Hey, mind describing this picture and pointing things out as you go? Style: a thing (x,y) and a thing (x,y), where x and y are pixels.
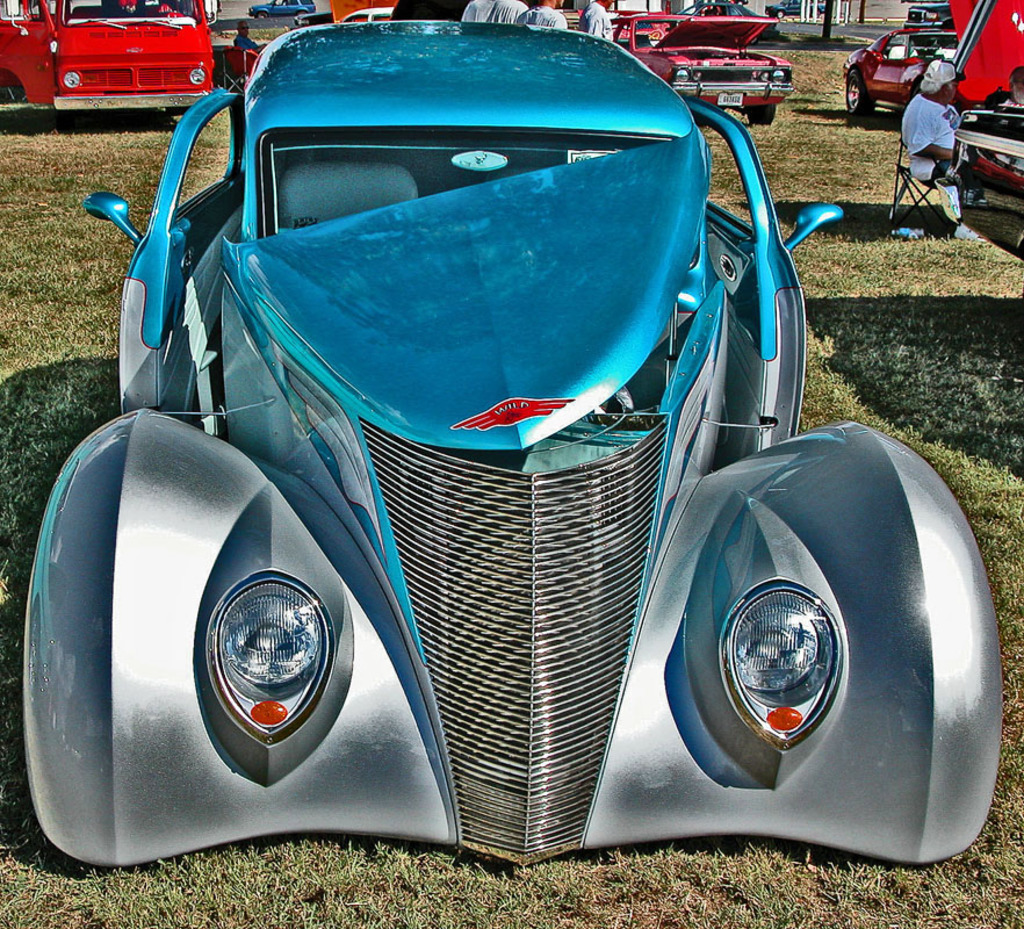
In front of the picture, we see a blue color car (456,489). At the bottom (504,874), we see the grass (829,156). On the right side (934,135), we see a man (920,172) is sitting on the chair (908,173). Beside him, we see the cars (940,55). Behind the car (546,34), we see the people (526,22) are standing. Beside them, we see the cars (150,26) parked on the grass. In the background (290,15), we see the blue color car (266,16) is moving on the road (227,16) and we even see the white poles (807,7).
